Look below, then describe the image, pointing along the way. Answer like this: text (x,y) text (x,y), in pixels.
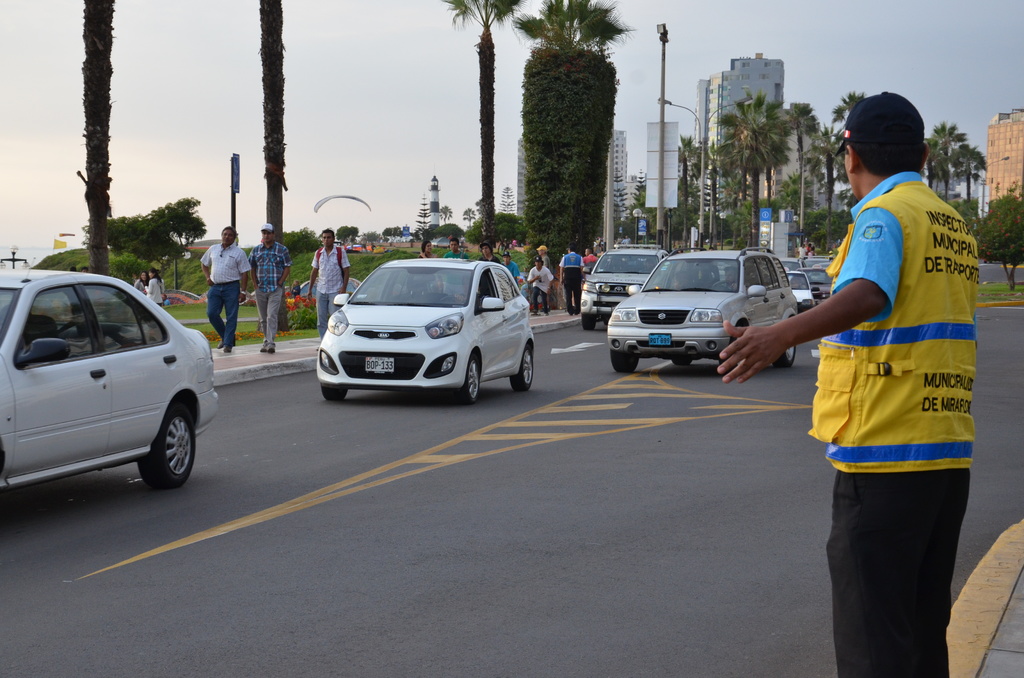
In this image I can see a person (876,264) wearing blue, yellow and black colored dress (877,279) is standing on the road (802,610). I can see few vehicles (701,311) on the road (797,592), the sidewalk (261,355), few persons (239,271) walking on the sidewalk (216,356), few trees (556,254) which are green in color, few buildings (991,175), few metal poles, a parachute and the sky (299,76) in the background (455,76).
